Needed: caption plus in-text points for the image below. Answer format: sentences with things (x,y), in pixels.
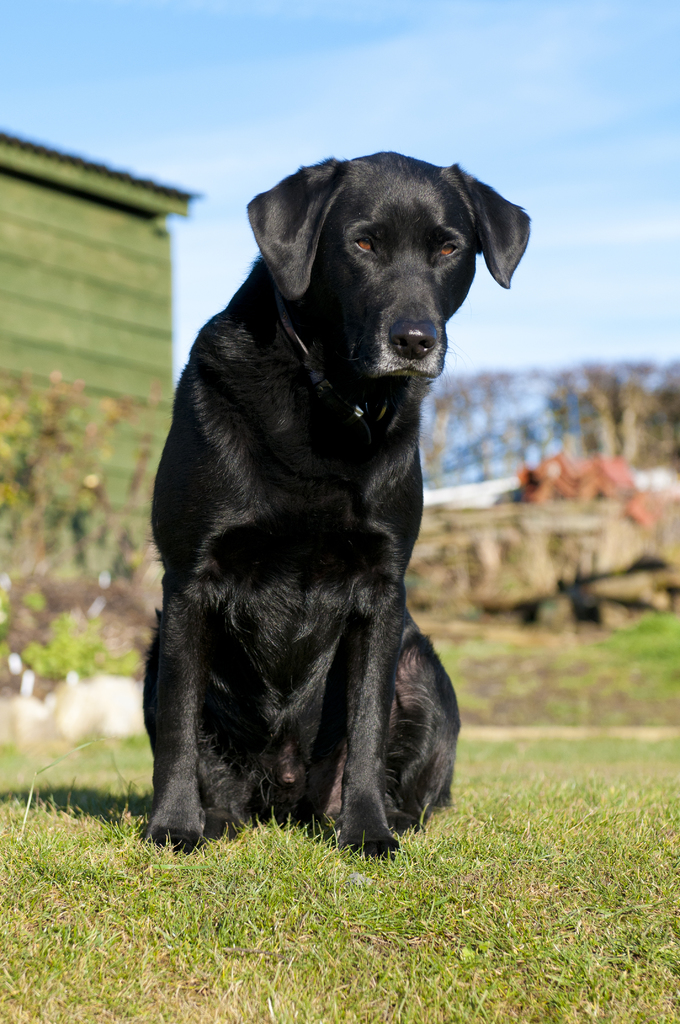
In front of the image there is a dog (309,396). Behind the dog (199,458) there are plants (117,674), trees (631,371), metal shed (125,423) and a few other objects (463,604). At the bottom of the image (301,907) there is grass (262,935) on the surface (62,952). At the top of the image (320,94) there is sky (319,72).
